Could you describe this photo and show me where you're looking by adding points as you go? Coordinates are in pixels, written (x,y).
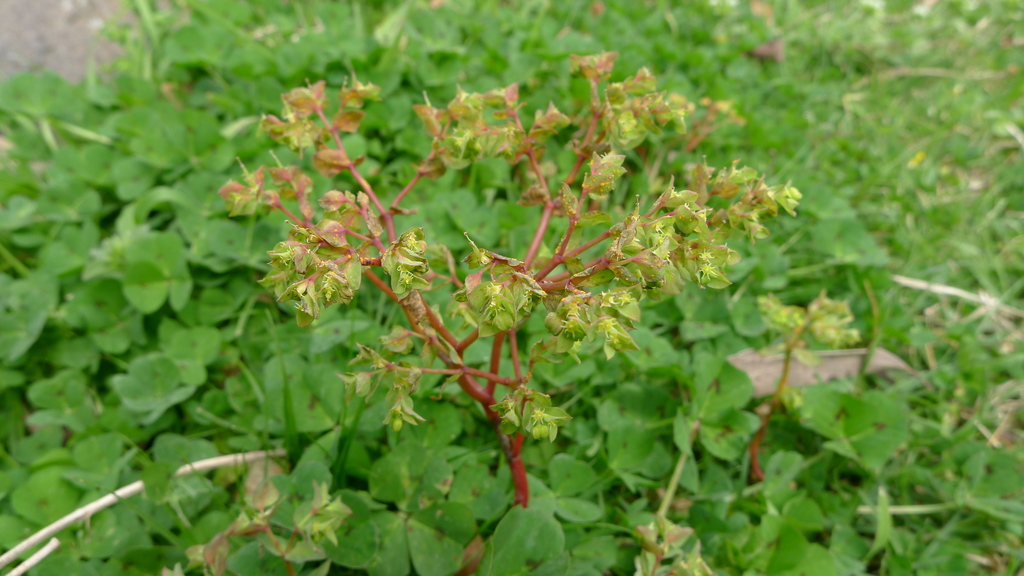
There is a plant (615,269) in the center of the image (457,304) and there is greenery (595,253) in the background area (882,338).
